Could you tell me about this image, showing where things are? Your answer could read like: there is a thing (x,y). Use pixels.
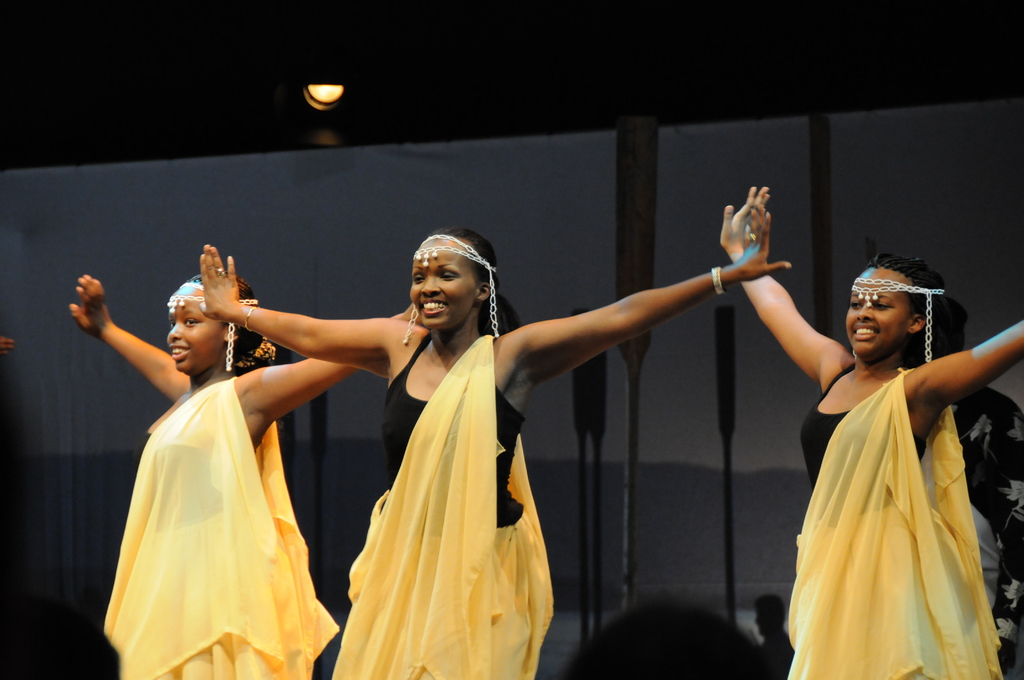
In this image, we can see girls (413,441) dancing.
